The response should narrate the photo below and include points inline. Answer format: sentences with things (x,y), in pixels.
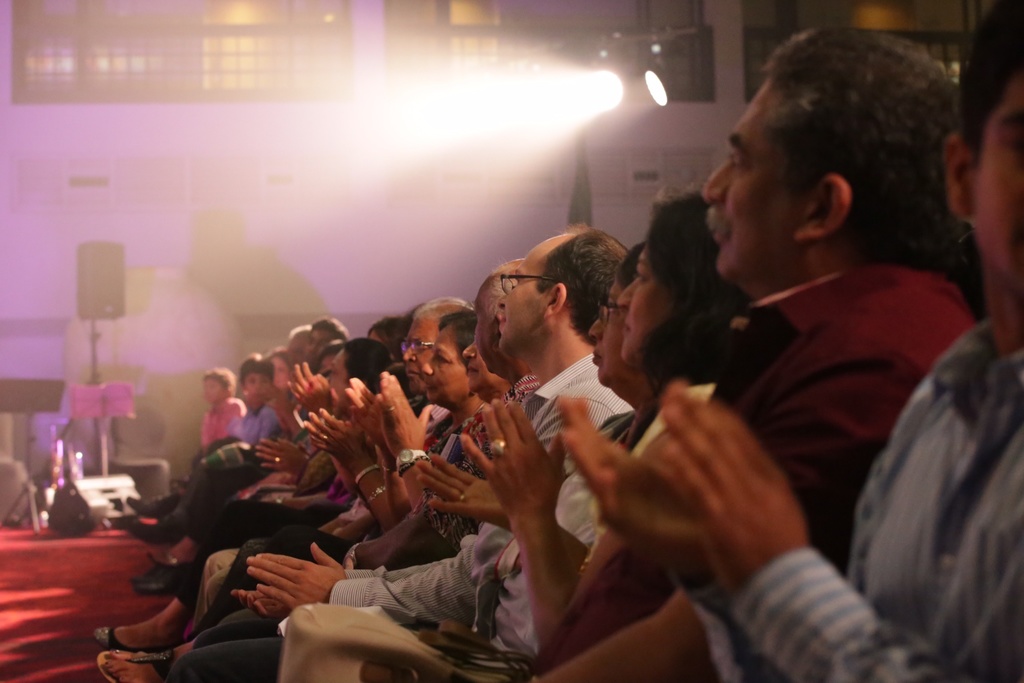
In this image, we can see people (661,482) sitting and some are clapping. In the background (535,103), there are lights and we can see a stand (95,336) and some other objects (61,470), windows (168,54) and a wall (360,145). At the bottom (37,606), there is a carpet (69,616).
